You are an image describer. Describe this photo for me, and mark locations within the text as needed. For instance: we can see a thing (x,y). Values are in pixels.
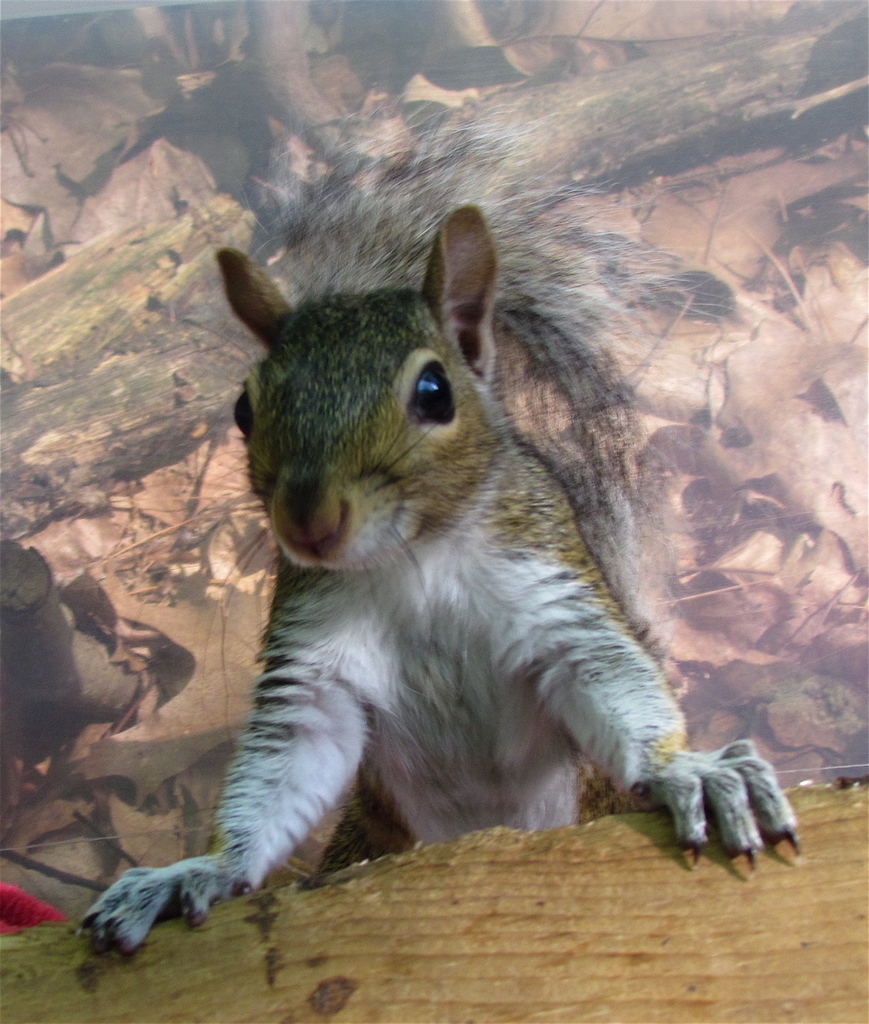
In this image in the center (319,528) there is a squirrel (432,613). In the background (802,341) there is painting (802,341) on the wall (802,341).
